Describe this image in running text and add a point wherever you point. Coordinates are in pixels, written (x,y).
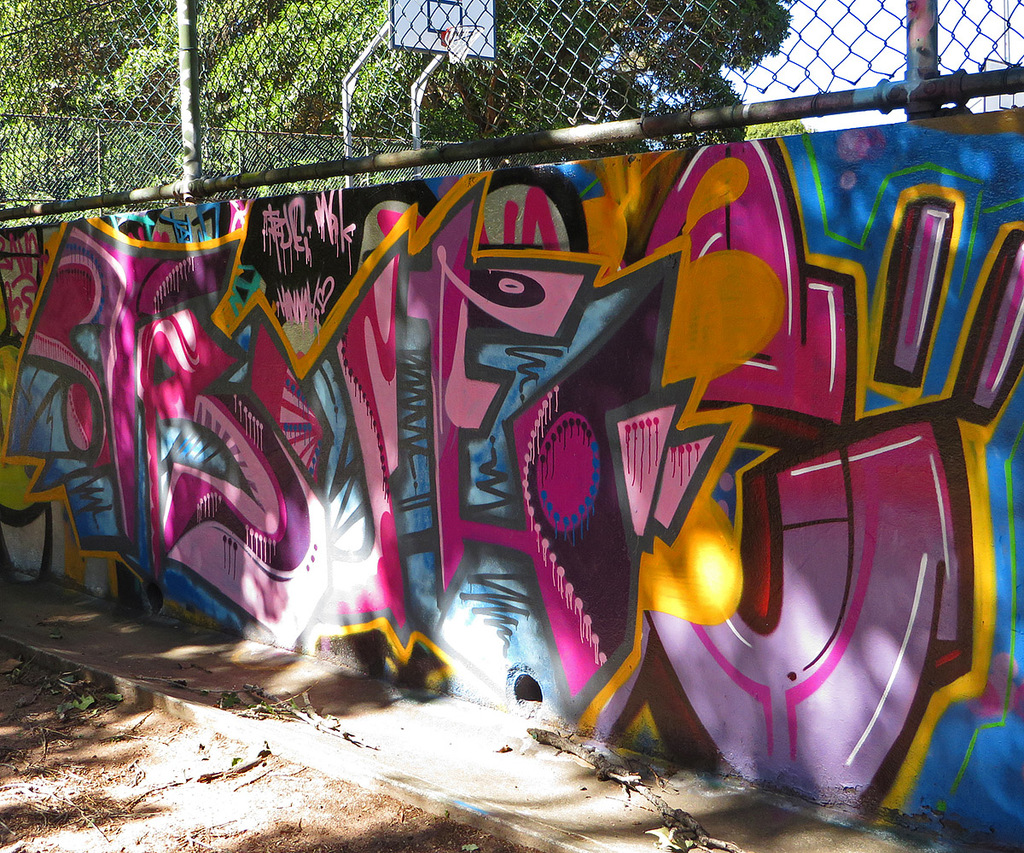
In this image, we can see an art (713,258) on the wall (740,588). There is a fencing (560,141), basketball goal post (451,45) and tree (304,76) at the top of the image (282,72).
